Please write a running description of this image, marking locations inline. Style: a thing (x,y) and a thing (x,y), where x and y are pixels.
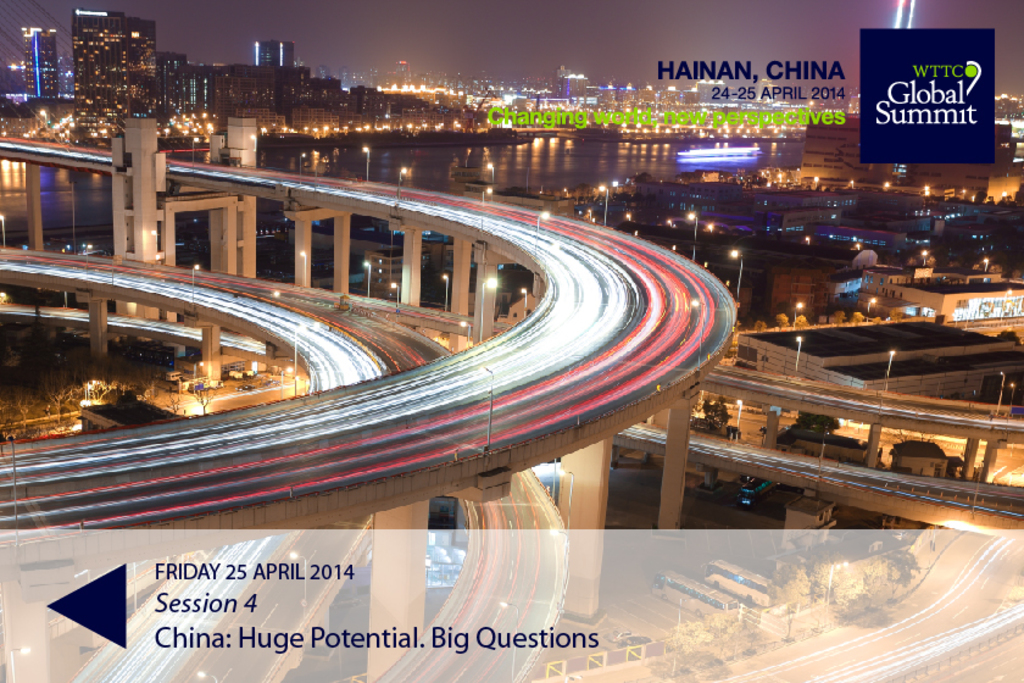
As we can see in the image there is a road (318,313), buildings (807,303), lights (617,257) and sky (644,44). The image is little dark. Here there is water (510,158) and boat (692,159).
